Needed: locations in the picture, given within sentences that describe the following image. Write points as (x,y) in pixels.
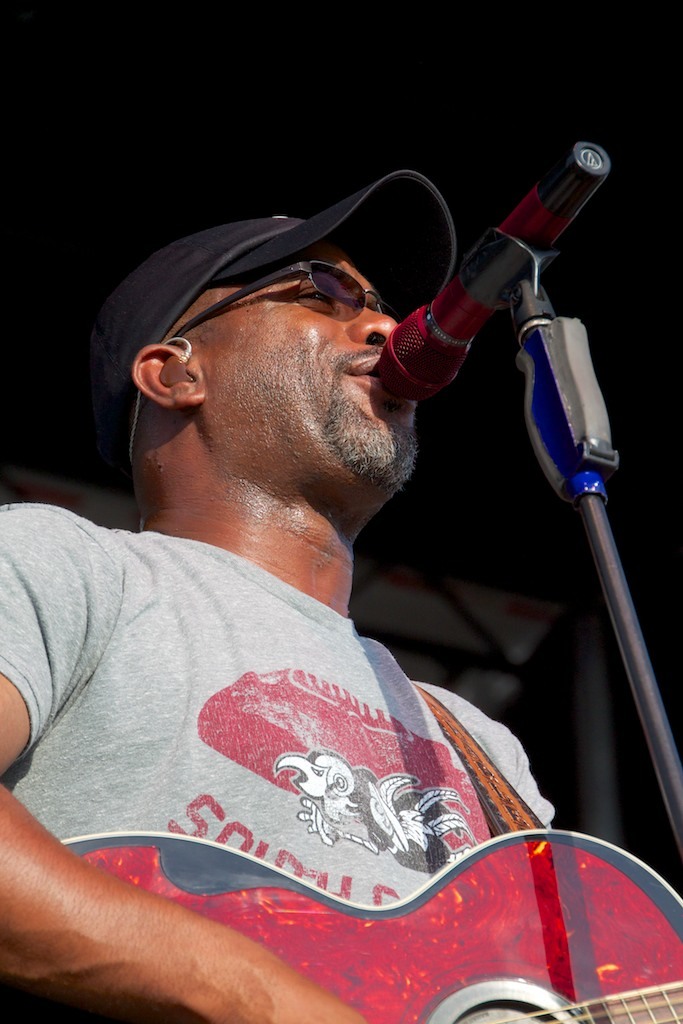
In this image there is a man (301,576) who is singing and playing guitar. He is wearing a gray colored t-shirt (202,694) and a black cap (218,242) with black shades (327,277). In front of the man (344,267) there is a mic stand (575,419) along with the mic (457,309).
